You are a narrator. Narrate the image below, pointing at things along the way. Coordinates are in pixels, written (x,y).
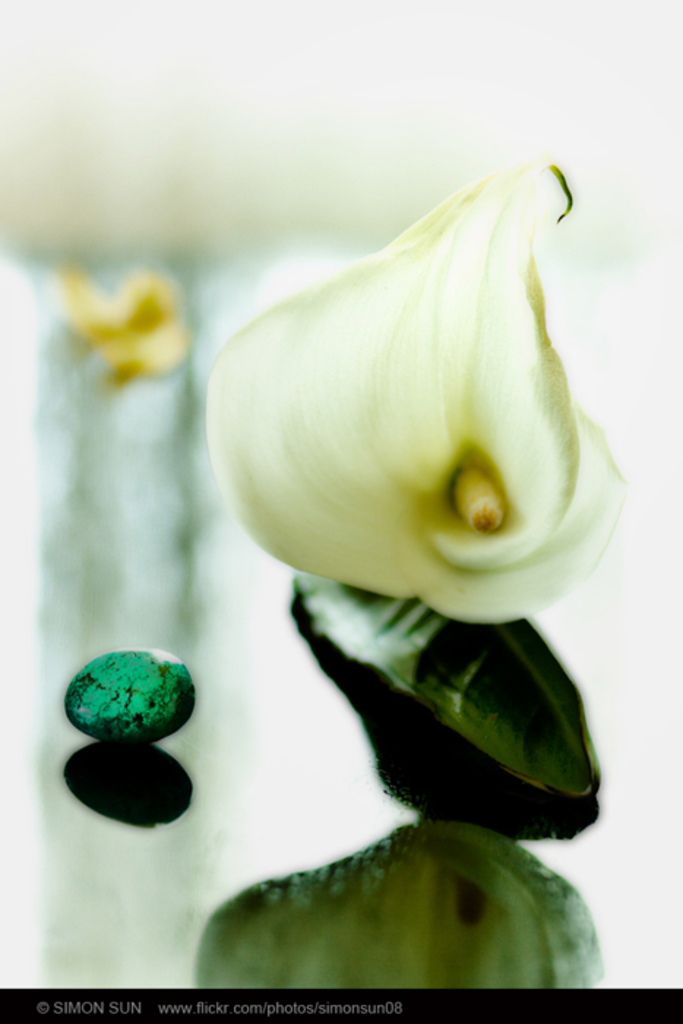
In this image in the foreground (327,549) there is one flower (384,495) and one small stone (159,679), and at the bottom (365,861) there is a floor (180,873).
